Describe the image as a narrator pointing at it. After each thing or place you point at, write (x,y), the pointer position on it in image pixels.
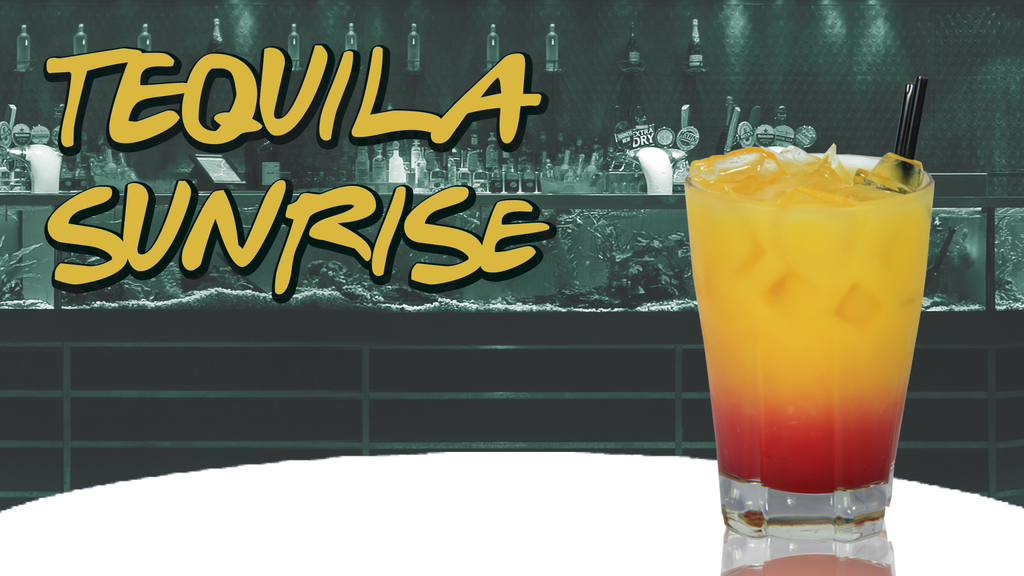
It is an edited image, there is a glass (701,259) with some drink (778,389) and beside the drink (811,379) there is a name (280,184) of the drink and in the background (391,154) there are many alcohol bottles (296,62).
